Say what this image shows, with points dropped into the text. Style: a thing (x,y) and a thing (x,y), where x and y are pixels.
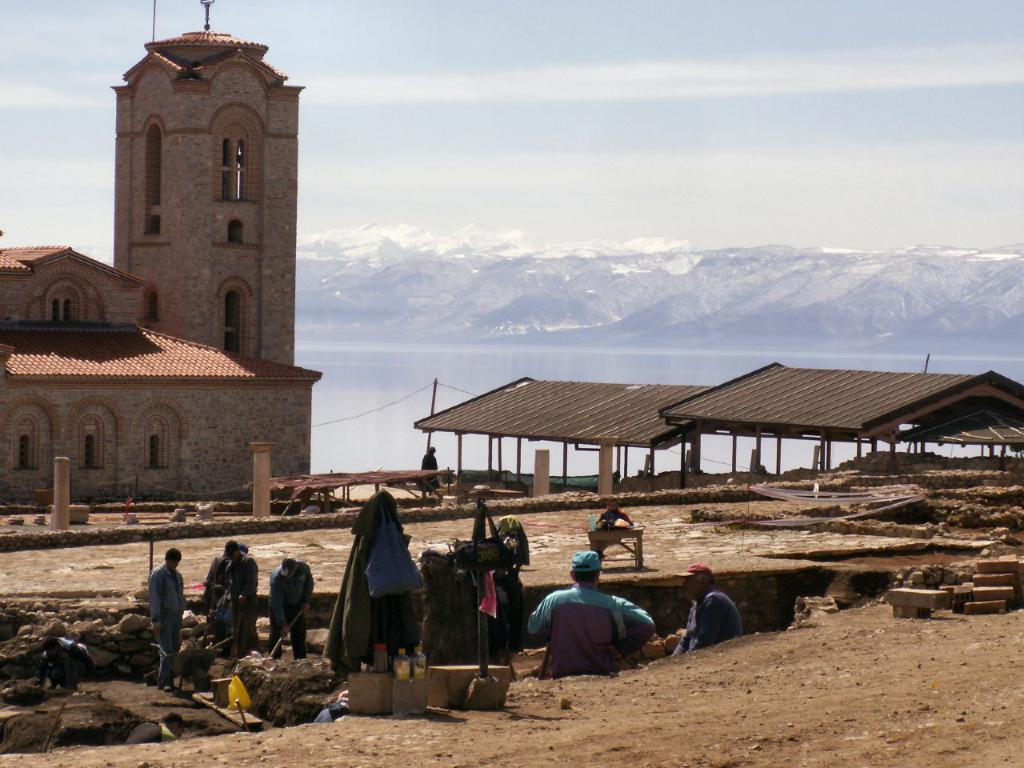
This image is taken outdoors. At the bottom of the image (352,766) there is a ground (736,555). At the top of the image (534,121) there is a sky (767,111) with clouds (42,107). In the background (473,291) there are a few hills (573,295) and there is a pond (361,435) with water (386,371). In the middle of the image (605,380) there is a building (185,317) and there are two huts (684,463) and a few people (232,615) are standing on the ground (377,740) and digging the ground (259,682). On the right side of the image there are a few bricks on the ground (298,663).
